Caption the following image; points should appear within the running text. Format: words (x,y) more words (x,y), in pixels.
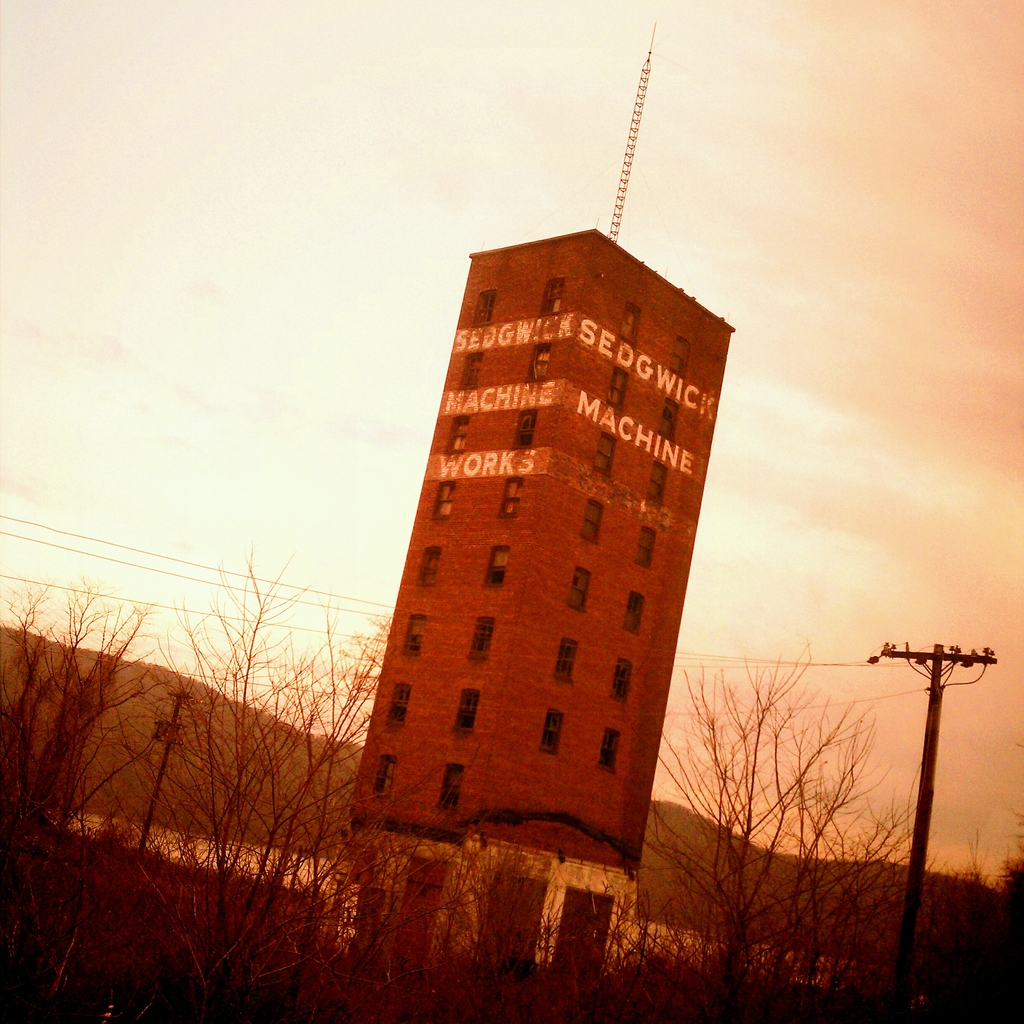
In this picture we can see a brown color tower (494,629) in the middle of the image (605,491). In the front (418,893) bottom side there are some dry trees (853,952) and electric pole (901,940) with cable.
